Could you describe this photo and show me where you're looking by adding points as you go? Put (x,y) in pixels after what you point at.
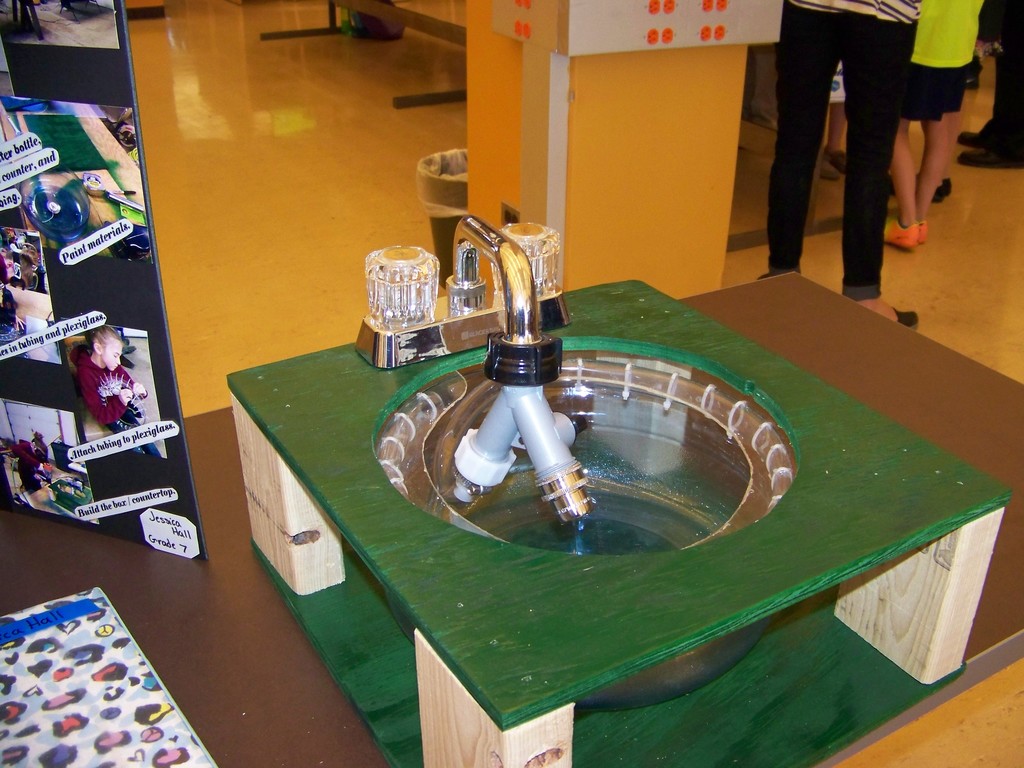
There is a green table (368,515) which has something on it and there are some photos (87,231) in the left corner (104,393) and the background wall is yellow in color.
